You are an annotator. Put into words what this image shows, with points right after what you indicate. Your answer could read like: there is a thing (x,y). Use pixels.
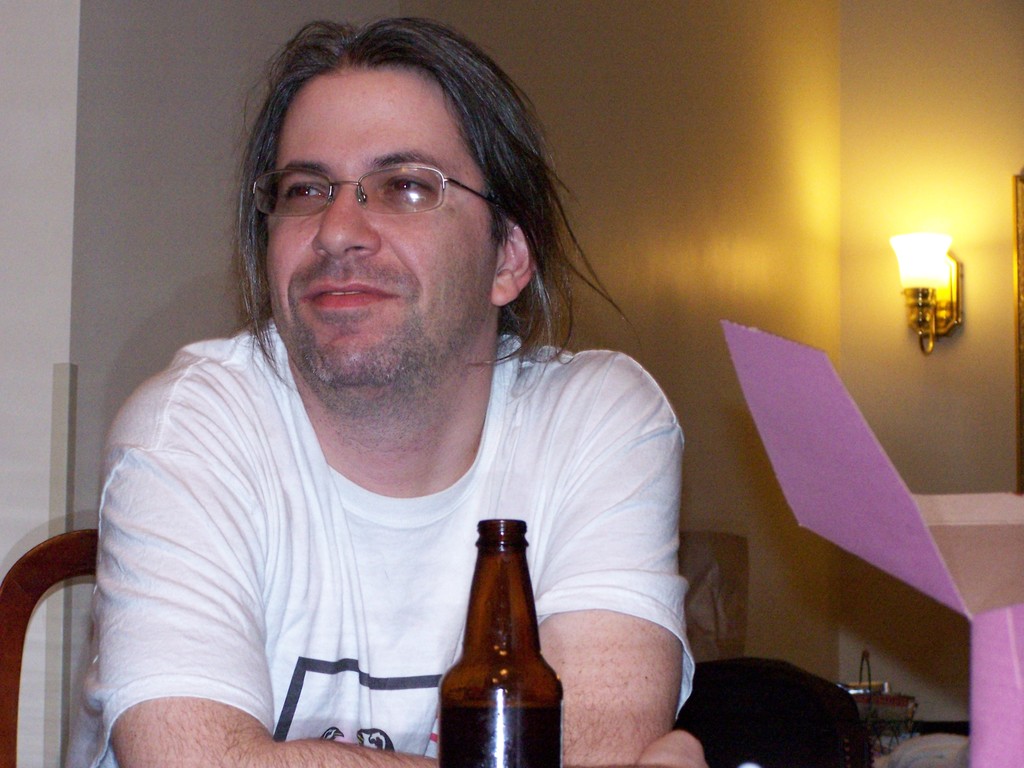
In this image we can see a man (656,723) sitting on a chair (25,555) and he is on the left side (102,663) and he is smiling. In the background (680,317) we can see a light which is fixed to a wall (961,343).
